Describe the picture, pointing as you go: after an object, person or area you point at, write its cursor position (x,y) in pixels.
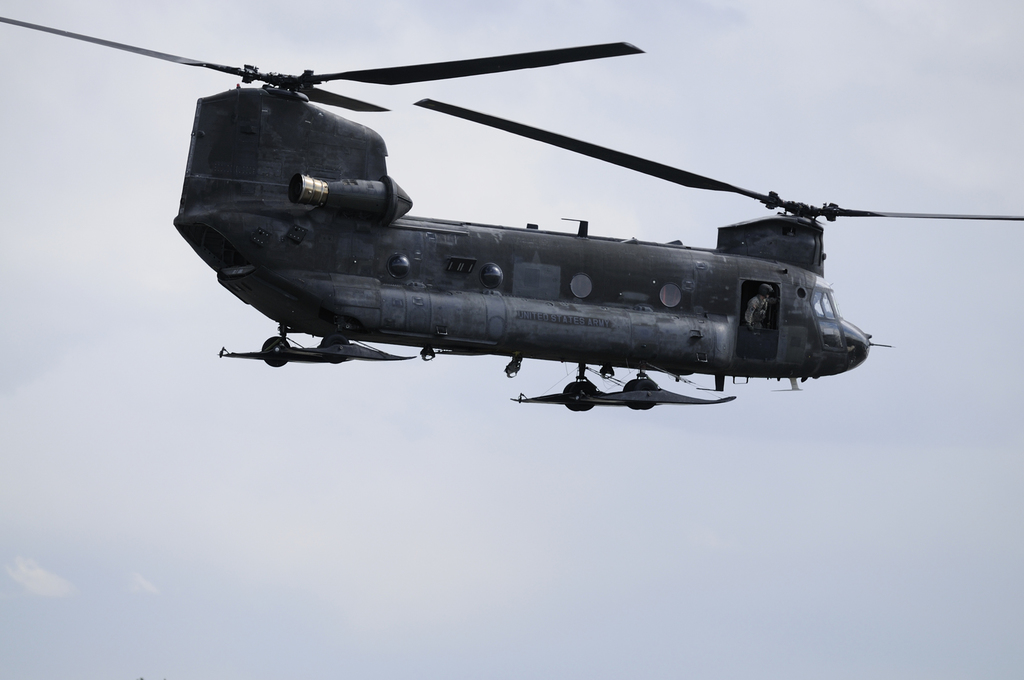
In this picture I can see a helicopter (265,142) in front (202,213) and in the background (204,78) I see the sky (204,78).
